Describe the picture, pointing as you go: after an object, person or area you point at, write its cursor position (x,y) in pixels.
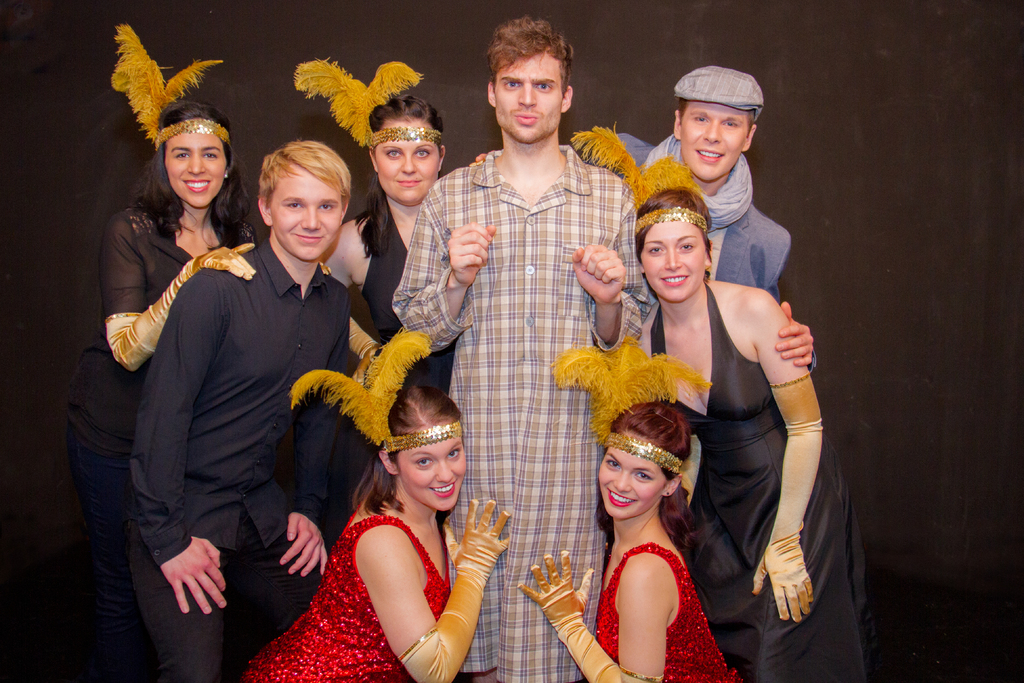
In this image I can see group of people (648,621), the person (692,587) at right (692,587) is wearing red color dress (686,625). In front (500,390) the person (562,331) is wearing brown and gray color shirt (514,391) and I can see dark background (41,446).
